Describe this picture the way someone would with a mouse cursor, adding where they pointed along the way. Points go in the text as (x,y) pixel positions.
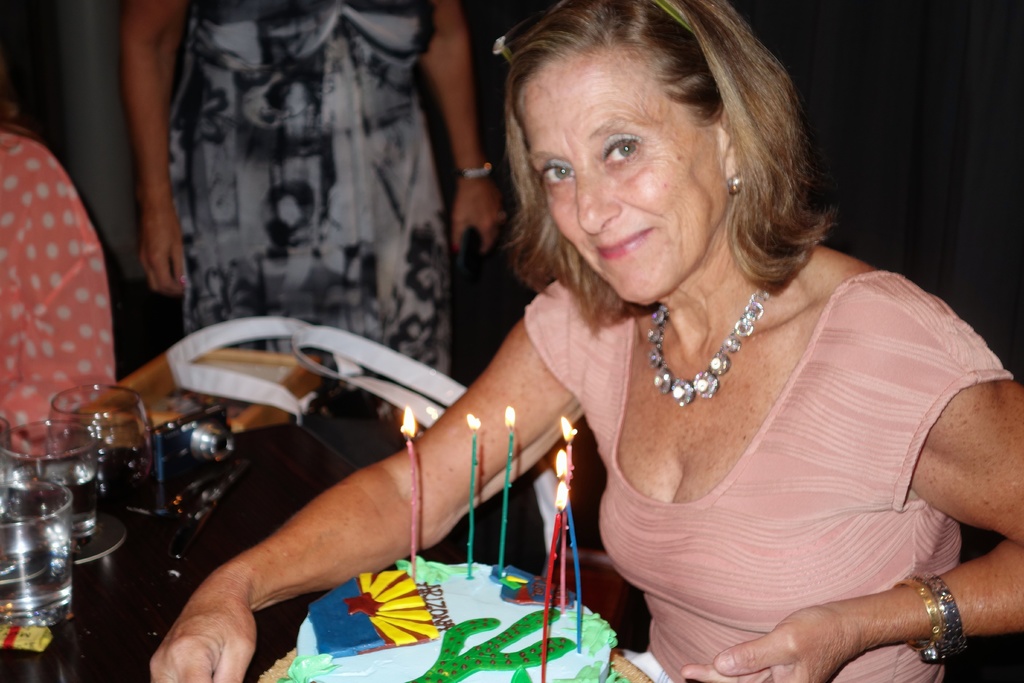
In this image, at the right side (923,577) there is a woman (929,469), she is sitting and she is holding a cake (297,671), there are some candles (564,570) on the cake (572,630), there is a table (230,509) on that table (144,497) there are some glasses (68,530), at the background (262,300) there is a woman (394,164) standing.
